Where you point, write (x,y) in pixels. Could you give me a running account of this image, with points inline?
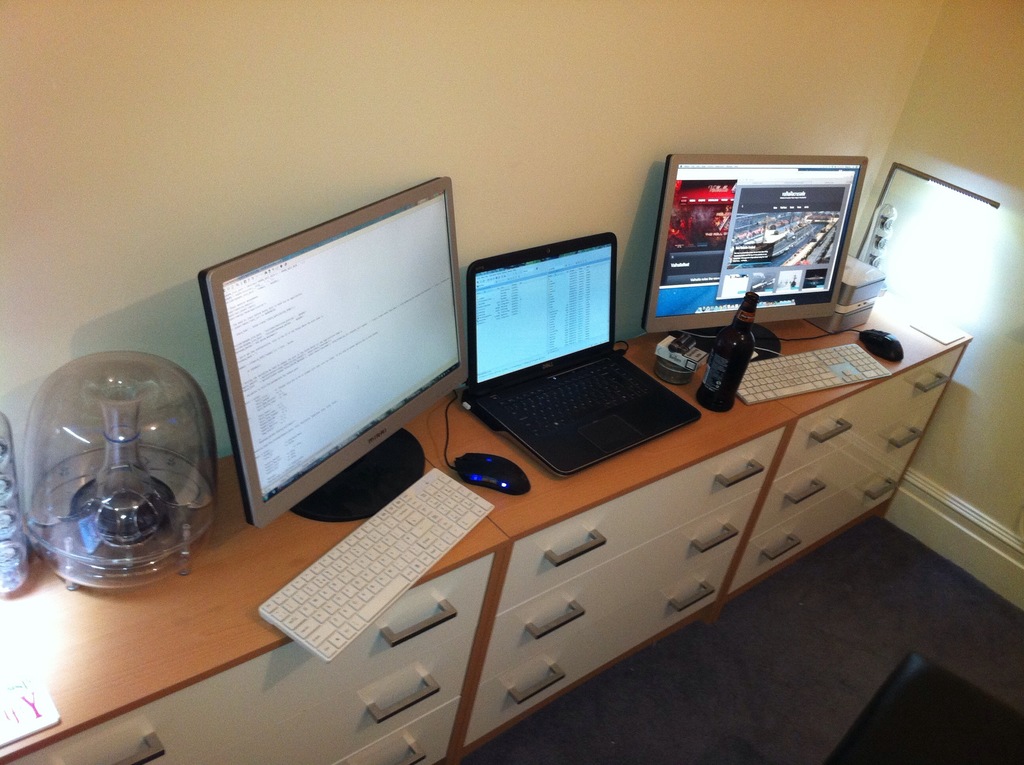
In this picture we can see table (137,610) and on table (228,533) we have keyboard (443,540), mouse (487,475), laptop (546,402), monitor (763,337), bottle (746,313) and under table (778,415) we have racks (563,632).
